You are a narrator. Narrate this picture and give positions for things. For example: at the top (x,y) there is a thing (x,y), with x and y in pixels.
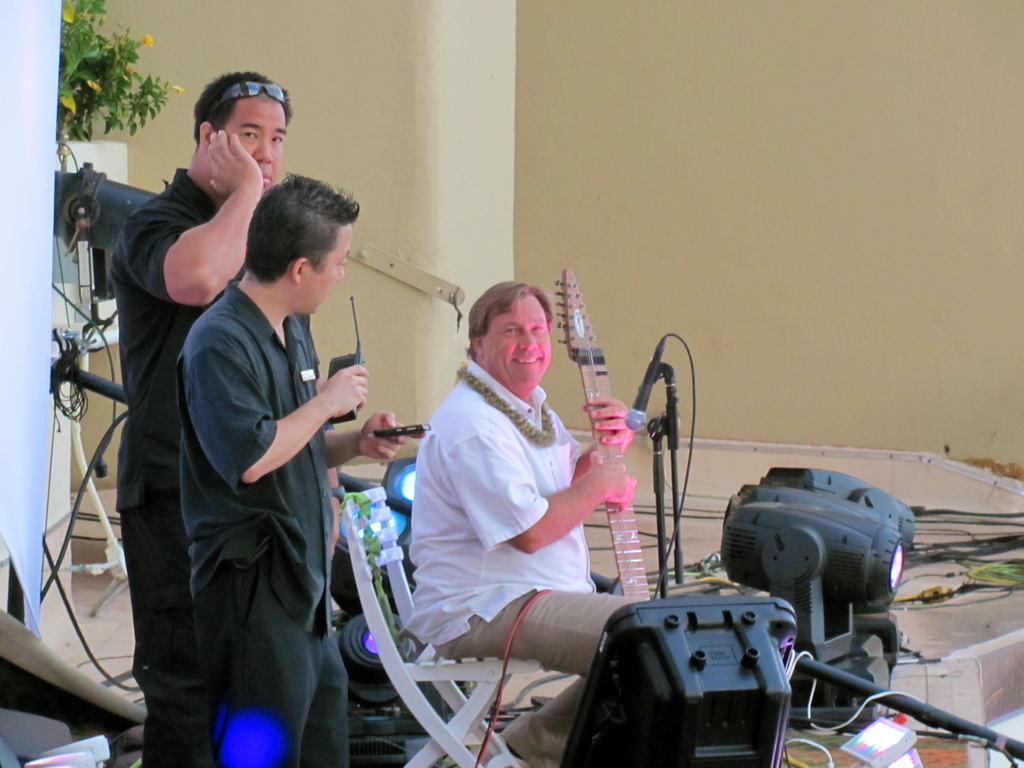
In this image we can see a man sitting on the chair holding a guitar (632,577) and two people (312,537) are standing beside him. In that a person (276,455) is holding a remote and a cellphone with his hands (371,454). We can also see some sharpie lights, a plant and a wall (747,293).
